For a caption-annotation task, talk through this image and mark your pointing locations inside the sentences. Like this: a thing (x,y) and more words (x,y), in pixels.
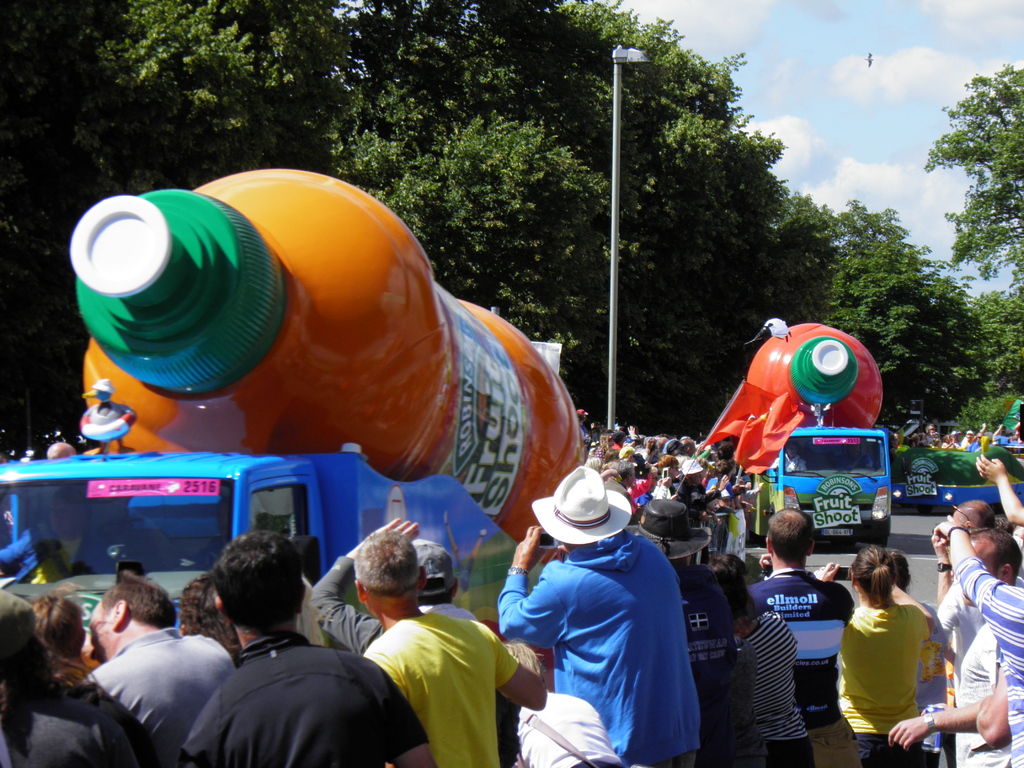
In the image there are trucks (883,479) with huge bottle shaped tanks (425,397) above it and many people (651,612) standing on the road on either sides, at the background (183,118) there are trees (390,149) all over the image and above its sky (852,79) with clouds (902,175).
